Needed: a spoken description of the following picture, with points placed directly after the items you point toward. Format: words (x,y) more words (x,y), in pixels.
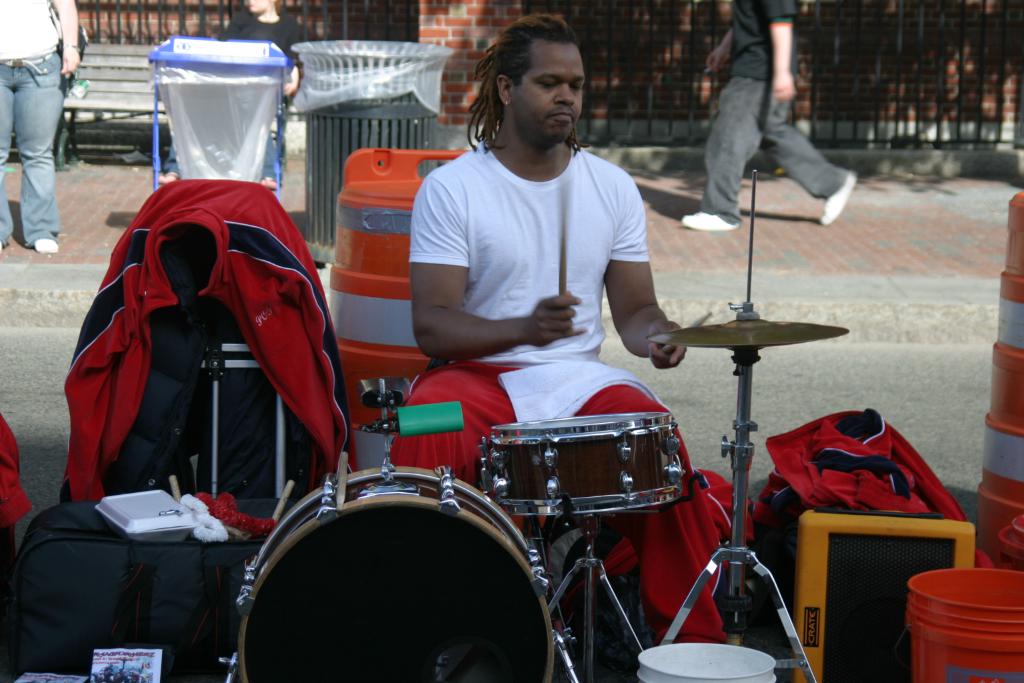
In the image in the center (615,327) we can see one man (477,265) sitting and he holding sticks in his hand (572,334). And in front of him we can see some musical instruments (759,568), jacket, luggage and bucket (919,603) etc. And back of him we can see the brick wall (627,36) and two persons (50,65) were standing. And one person (743,49) he is walking. And we can see few objects (429,49) around them.
